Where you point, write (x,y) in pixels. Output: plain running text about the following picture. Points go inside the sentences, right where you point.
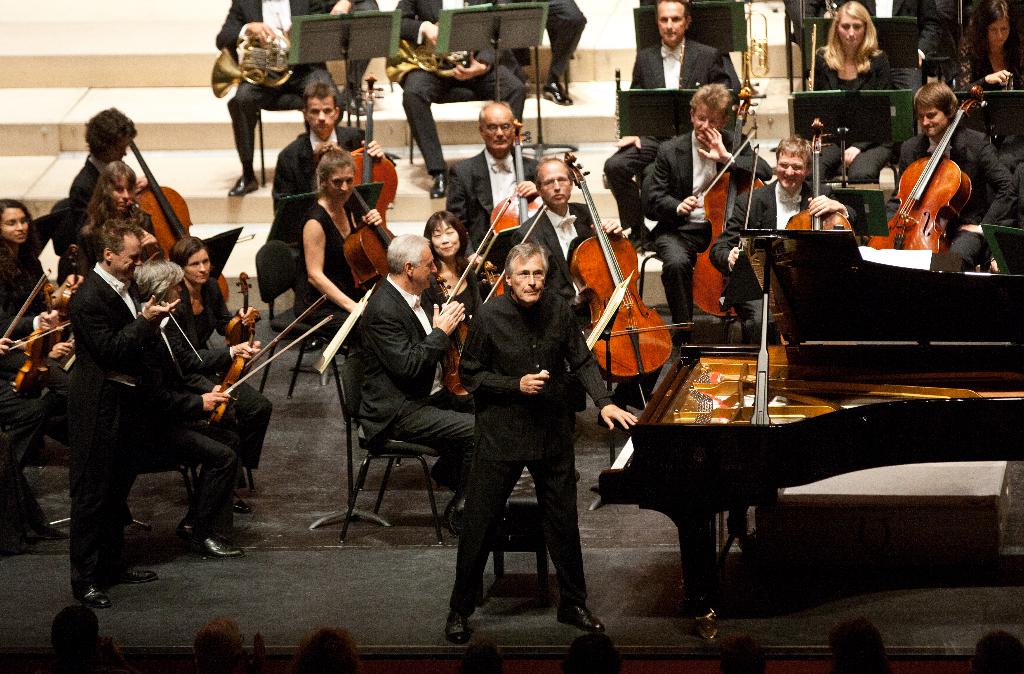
Group of people (476,282) are there playing violins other people (267,104) are playing horns (264,78). One person (520,383) is standing in front of the piano (614,474) another person (121,456) is just standing.
